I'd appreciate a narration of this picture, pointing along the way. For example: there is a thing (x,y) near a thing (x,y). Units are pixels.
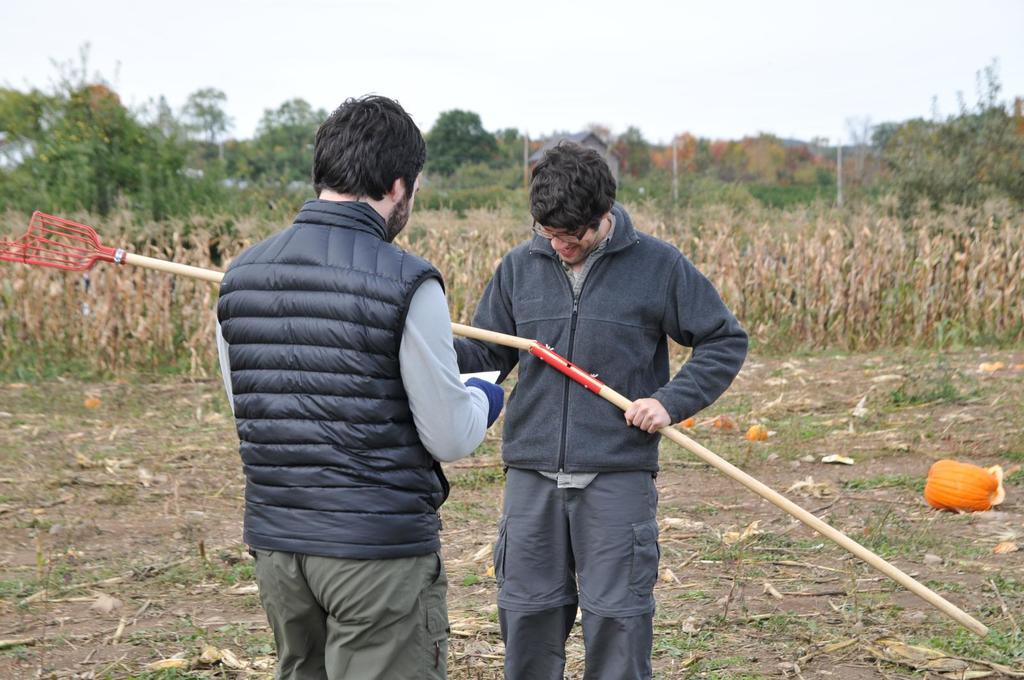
In this image I can see two persons (529,335) wearing a dark color jackets (698,394) and one person (590,340) holding a stick (604,389) and standing on the ground (840,631) at the top (311,70) I can see the sky (191,70) and in the middle (674,453) I can see the grass (978,240) and trees (881,175).
